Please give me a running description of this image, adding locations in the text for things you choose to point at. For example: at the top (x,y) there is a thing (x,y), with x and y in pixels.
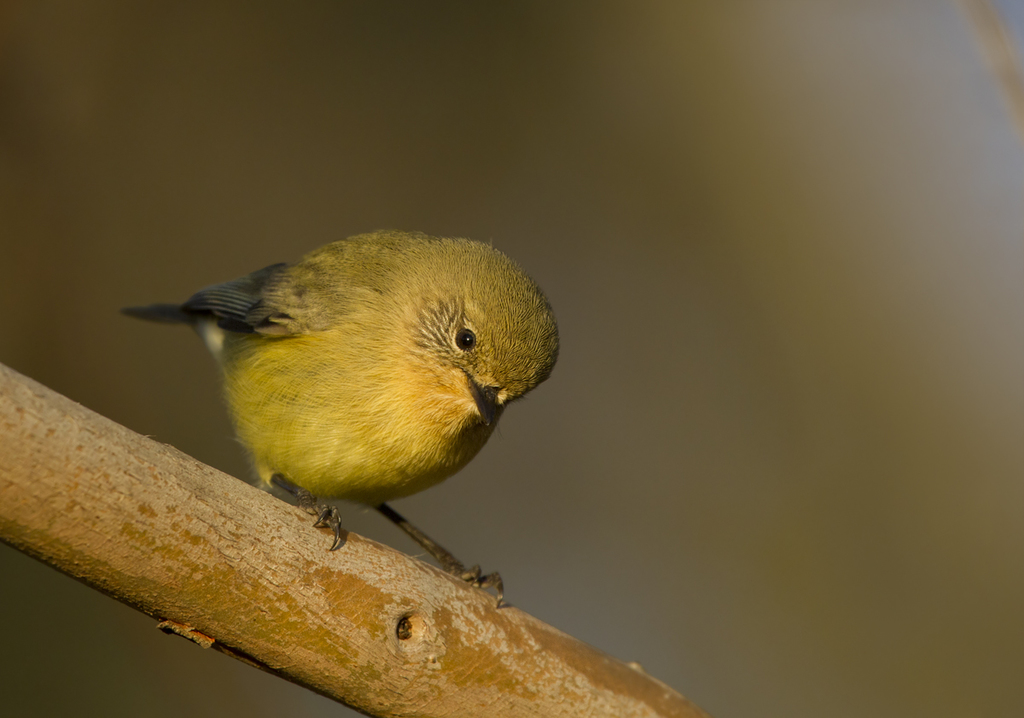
In this image we can see a bird (324,387) which is in green and black color which is on branch (193,541) of a tree (118,558).
